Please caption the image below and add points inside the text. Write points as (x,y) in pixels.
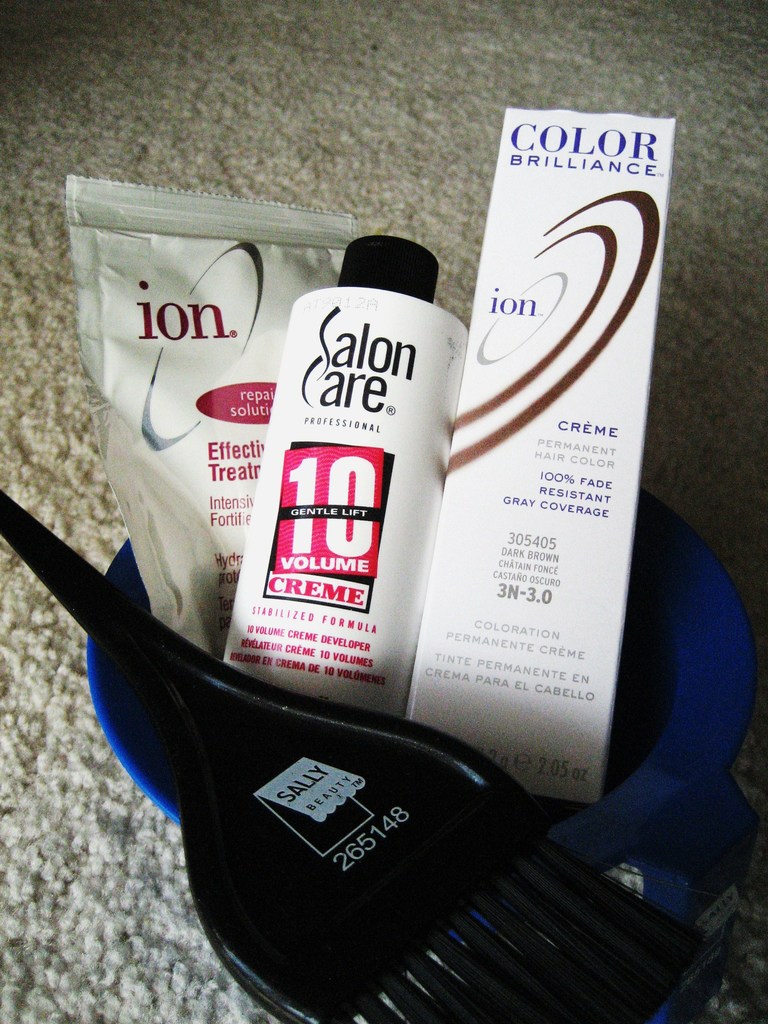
In this image there are cosmetics (421,537), brush (457,871) and a bowl (664,764) placed on the mat (43,848).
